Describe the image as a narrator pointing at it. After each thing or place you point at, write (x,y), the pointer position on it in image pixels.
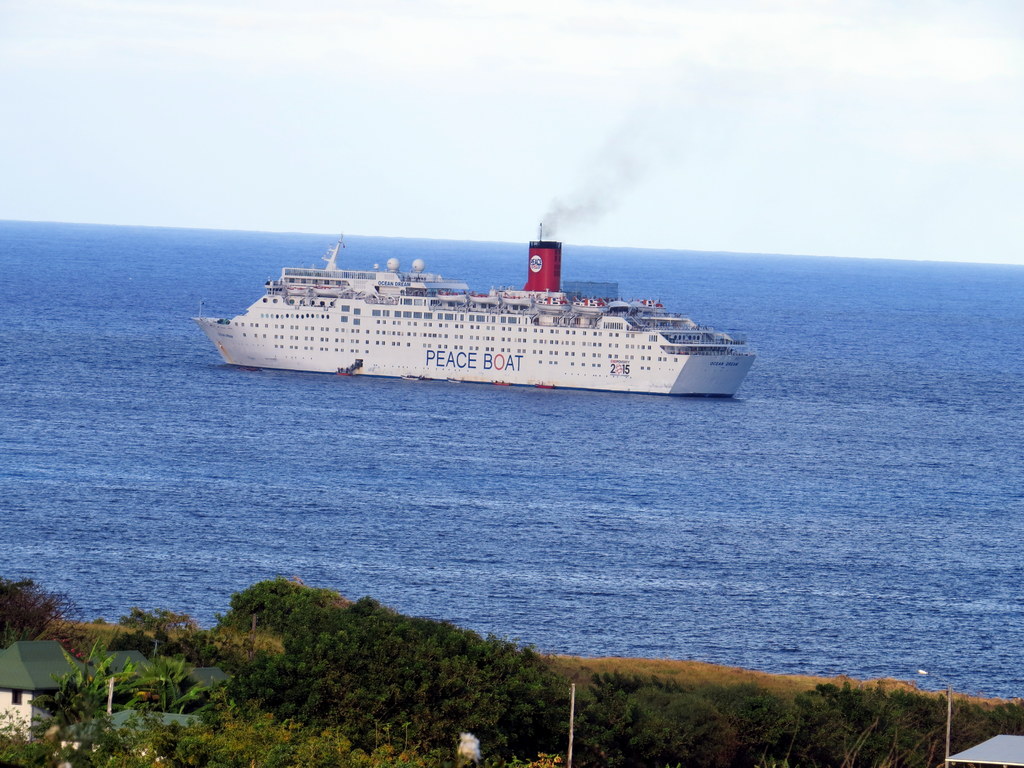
In this image we can see a ship (599,334) in water (374,405). In the foreground (549,740) we can see a building (34,693), group of trees (394,720), poles (110,695) and the sky (565,152).
